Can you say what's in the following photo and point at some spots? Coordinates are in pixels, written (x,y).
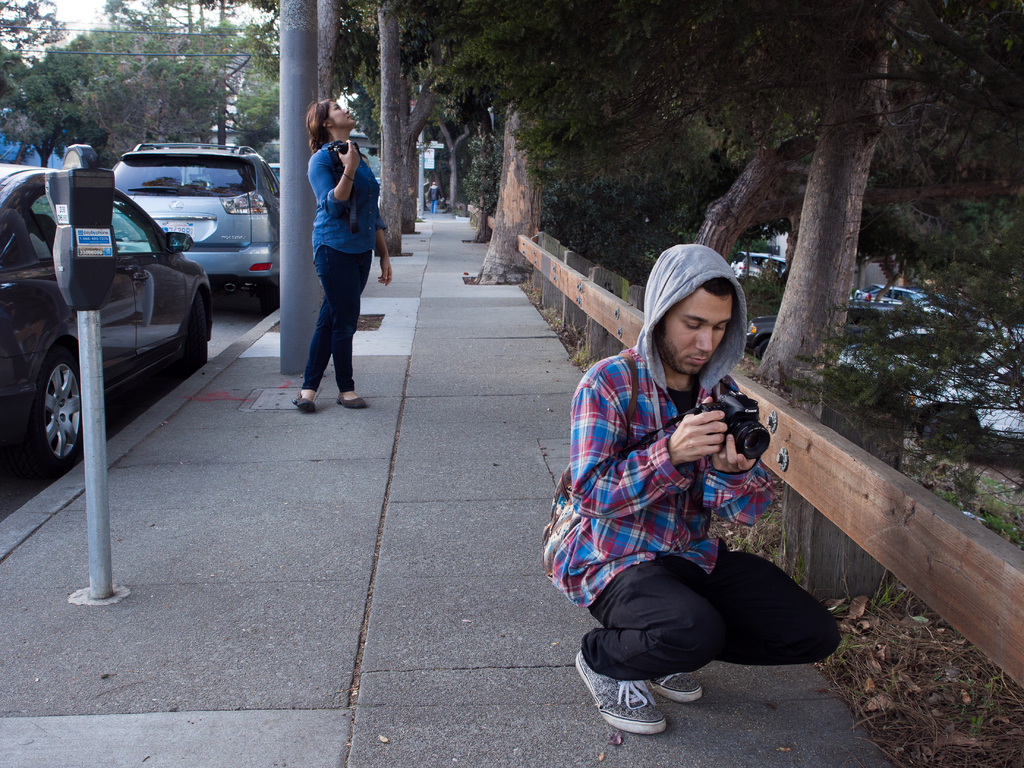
In this image there is a footpath (470,388), on that footpath (509,433) there is a man (585,477) and woman (360,213) holding a camera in their hands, beside the footpath (267,395) there is a parking meter (103,380), beside that cars (254,296) are parked, in the background (609,88) there are trees (535,66).
